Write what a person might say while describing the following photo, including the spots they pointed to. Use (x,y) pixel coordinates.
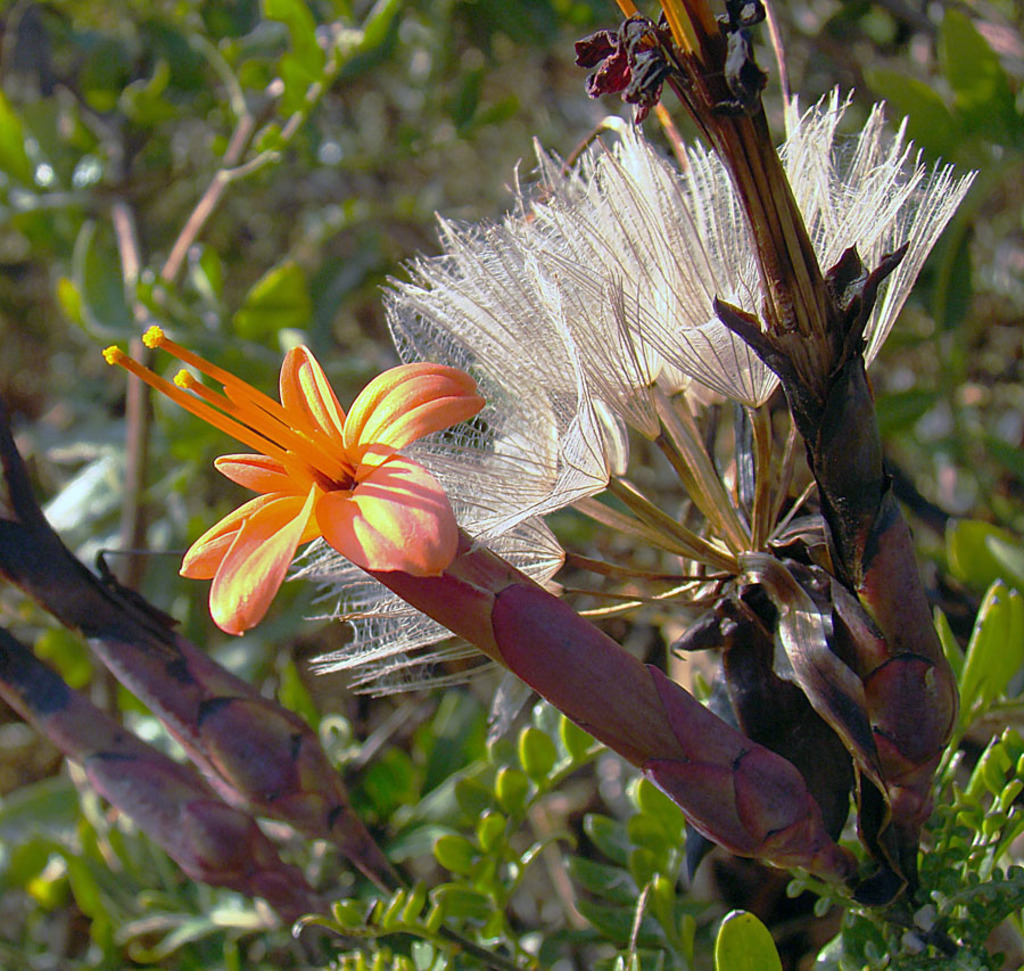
In this image we can see flowers (424,412), plants (737,545), and the background (63,188) is blurred.
